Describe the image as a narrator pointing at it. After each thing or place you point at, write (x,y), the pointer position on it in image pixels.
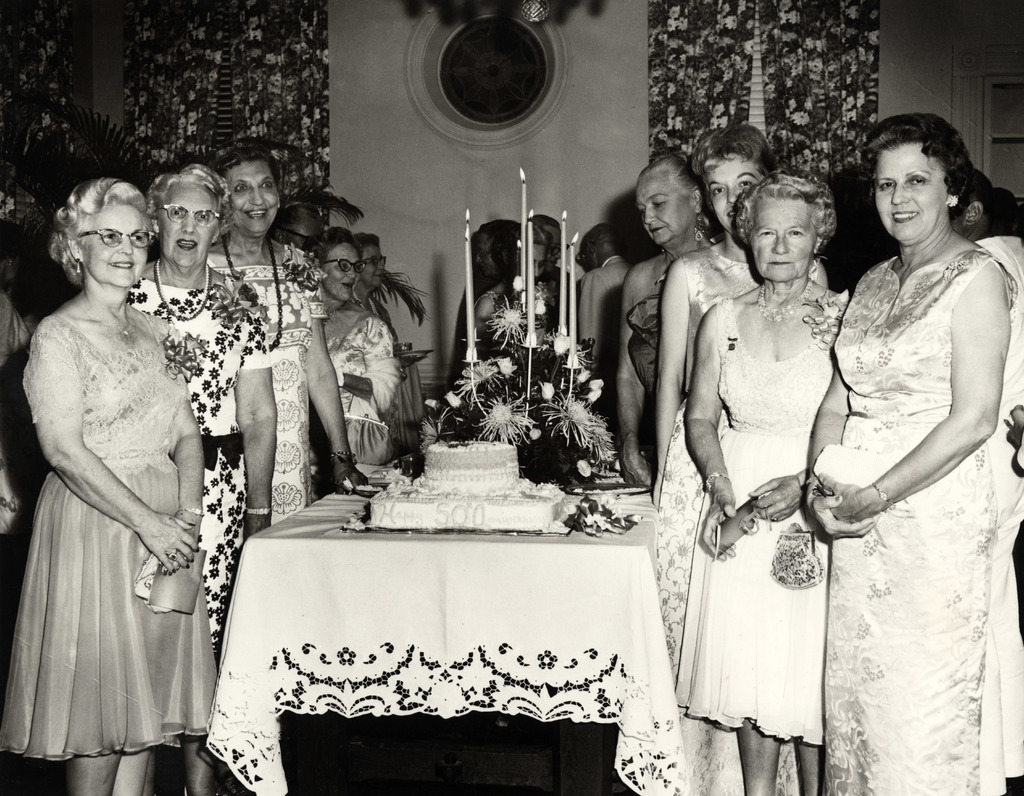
This is a black and white image. In this image we can see many women (387,348) standing. There is a table (454,548). On the table (340,536) there is a cake (501,509), flower bouquet (527,396), candles (530,328) with lights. In the back (510,128) there is a wall (430,166). Also there are curtains (310,110). And there is a plant (84,172). Few ladies (224,203) are wearing specs (355,265) and few are holding something in the hand (708,537).
